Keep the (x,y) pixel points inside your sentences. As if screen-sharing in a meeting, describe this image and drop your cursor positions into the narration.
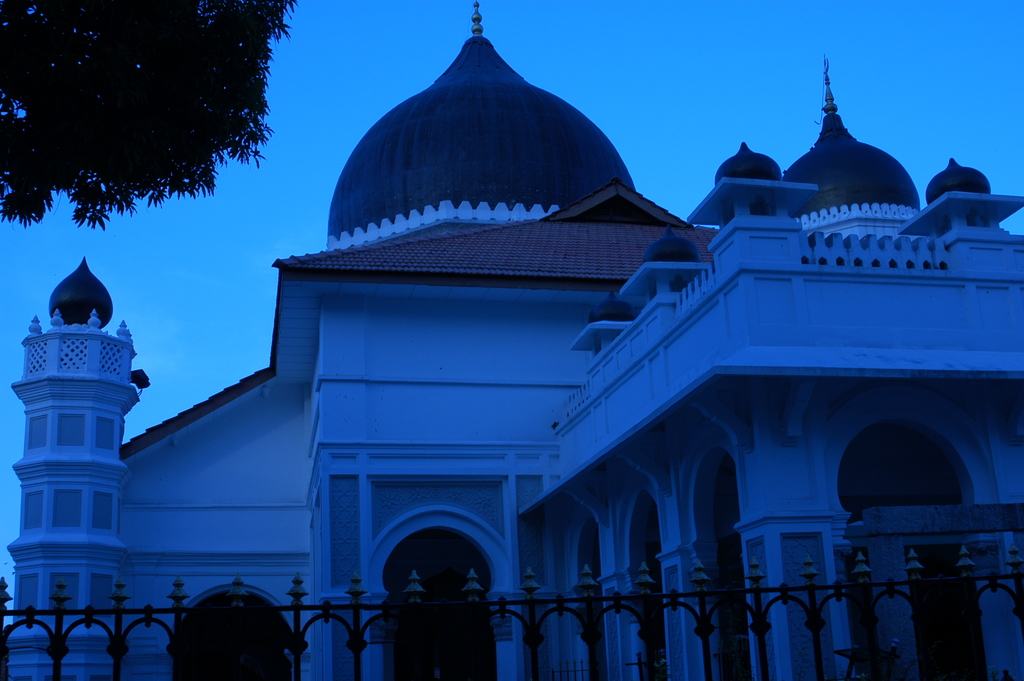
In this image we can see there is a building (293,433) and a fence (591,608). And there is a tree (120,60) and the sky (619,117).
